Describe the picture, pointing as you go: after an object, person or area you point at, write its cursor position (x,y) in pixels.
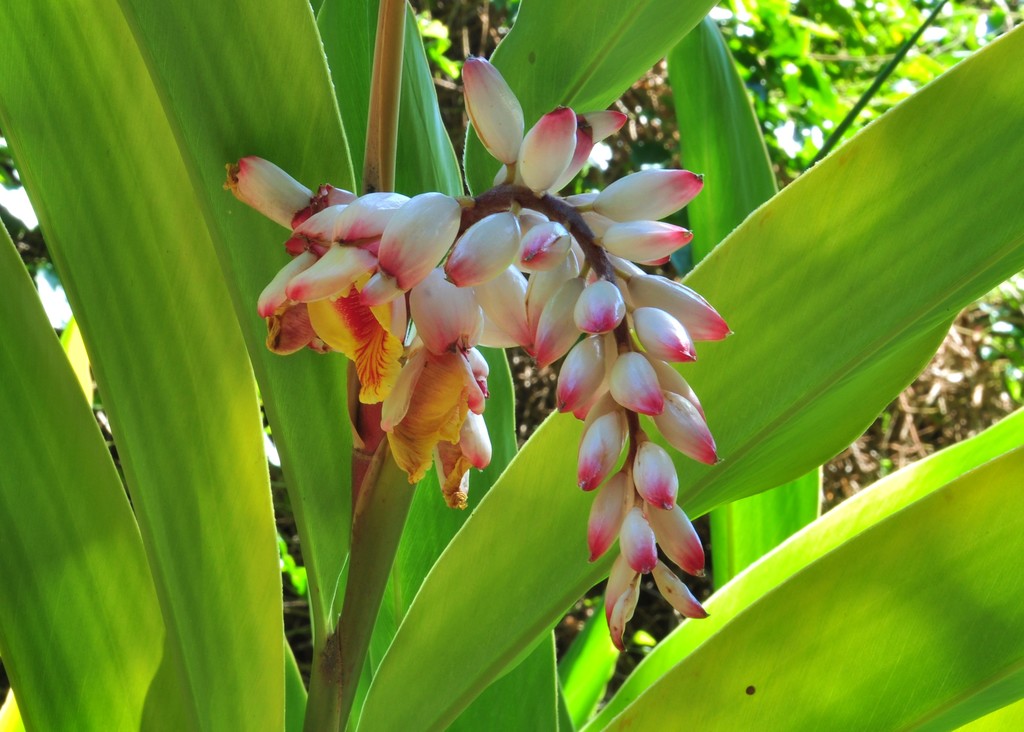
In this picture we can see a plant (355,474) with flowers (462,508) and in the background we can see grass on the ground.
